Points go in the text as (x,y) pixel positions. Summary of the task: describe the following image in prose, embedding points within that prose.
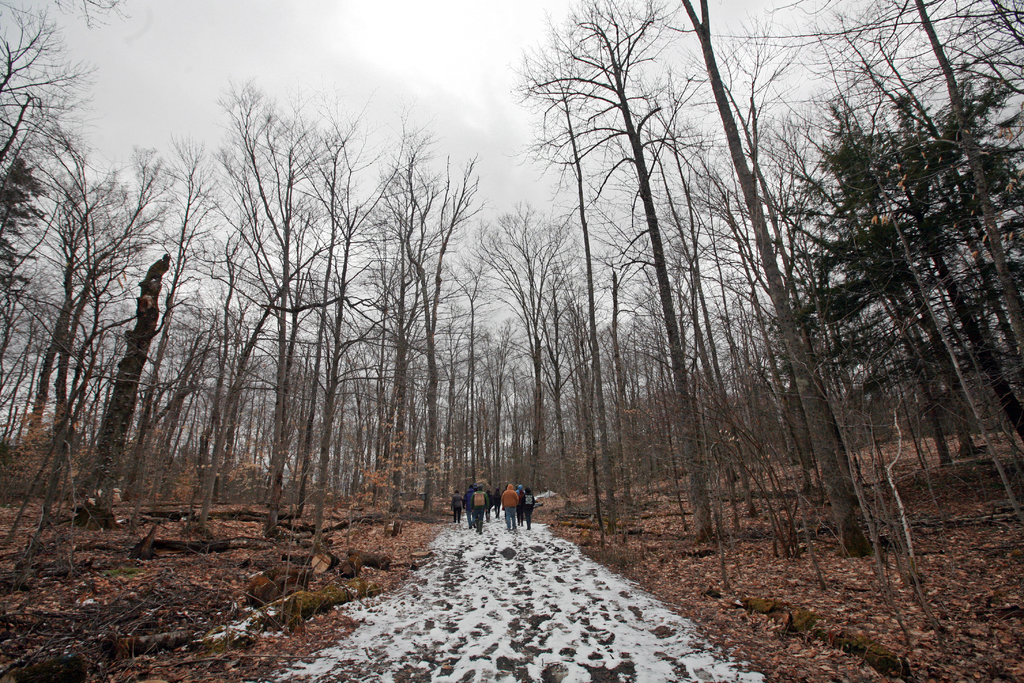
In this picture there are people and we can see snow (610,658), trees (556,274) and leaves (682,547) on the ground (704,556). In the background of the image (365,135) we can see the sky (326,84).
